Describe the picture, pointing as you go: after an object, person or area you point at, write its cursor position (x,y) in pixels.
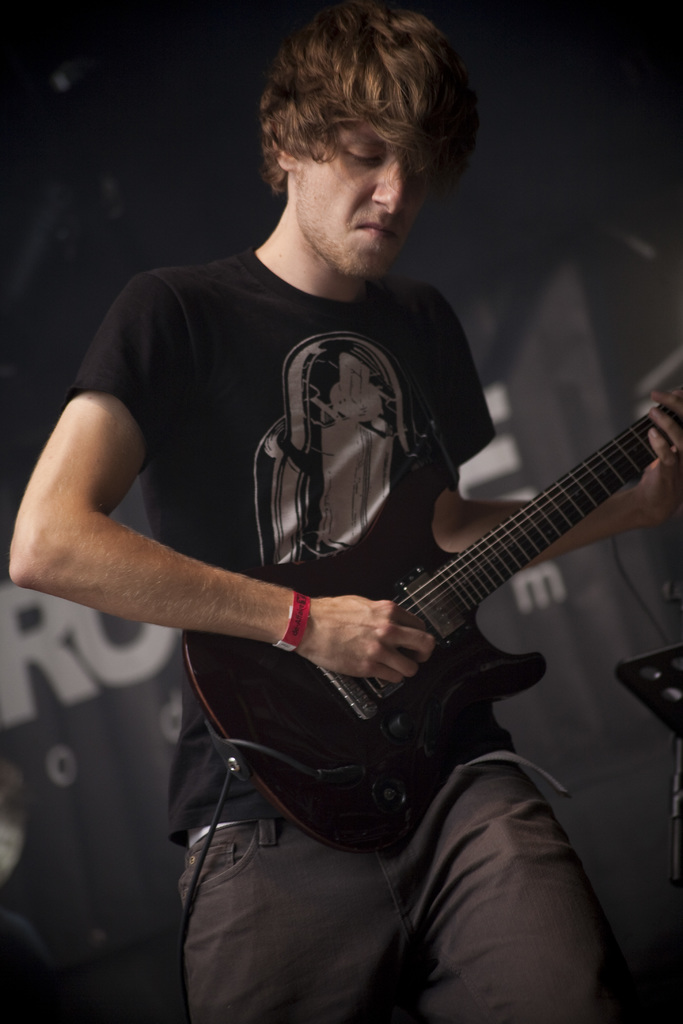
This person (377,661) standing and playing guitar (403,682). On the background (79,292) we can see banner (108,710).
